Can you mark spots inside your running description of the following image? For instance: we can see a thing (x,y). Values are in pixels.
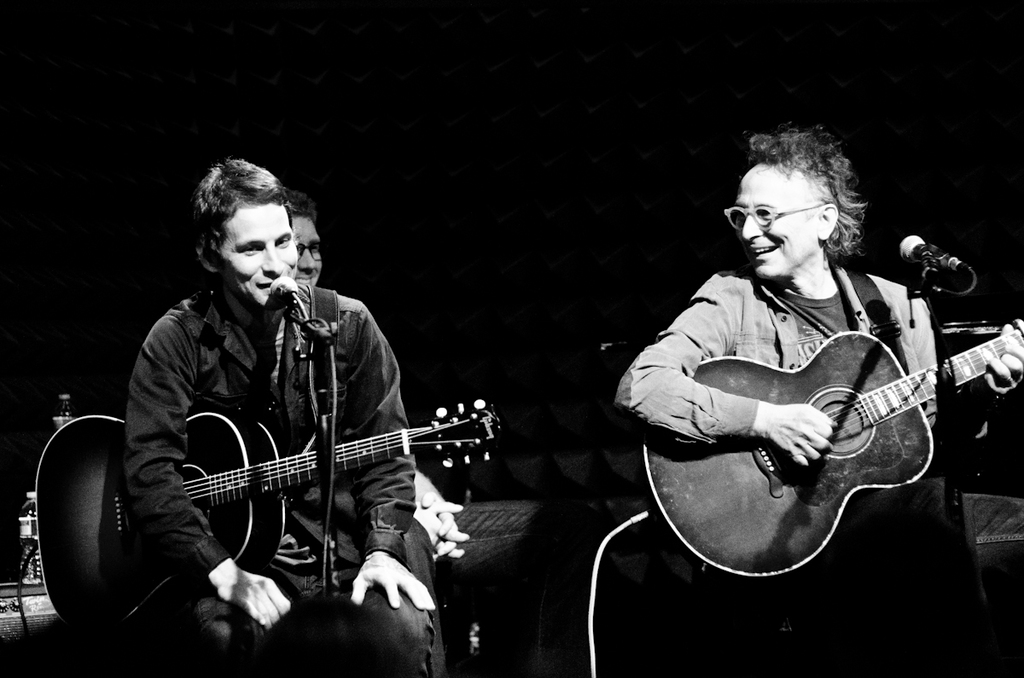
In this image there are two man (337,339) sitting on the chair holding a guitar (971,368) in their hands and they are smiling. The person (343,389) on the left side (250,414) is speaking in front of the microphone (280,296). And the person (775,315) on the right side (917,320) is playing a guitar (824,347) in front of the microphone (911,249).
